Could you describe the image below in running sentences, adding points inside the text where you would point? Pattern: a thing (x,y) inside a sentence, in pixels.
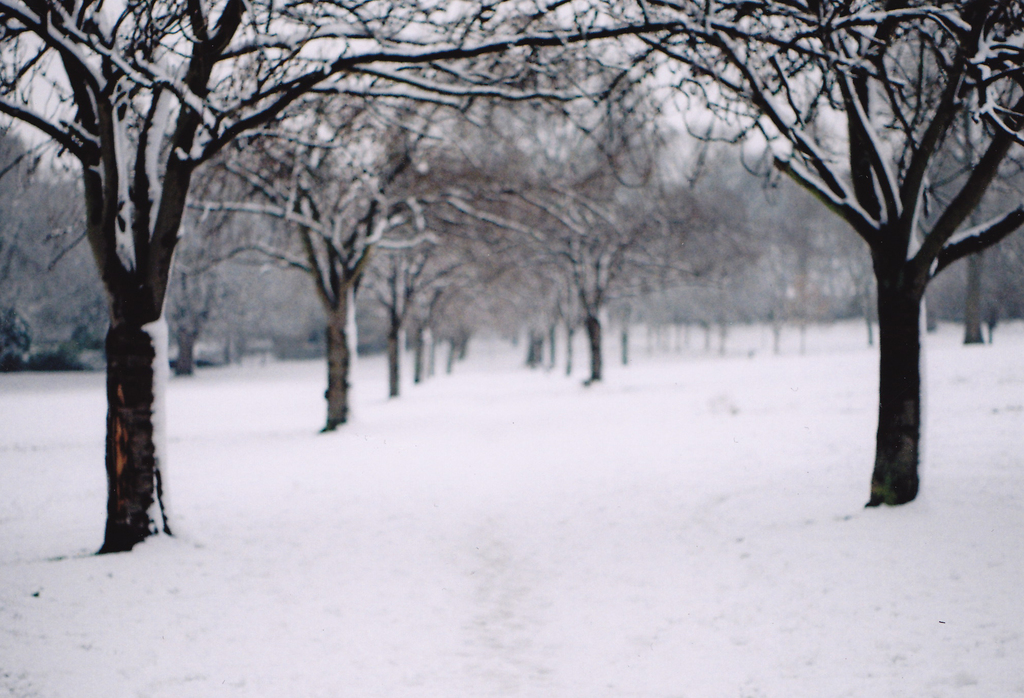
In this image I can see the trees (548,93) and I can also see the snow (692,527) in white color. Background (174,67) the sky (670,105) is in white color.
